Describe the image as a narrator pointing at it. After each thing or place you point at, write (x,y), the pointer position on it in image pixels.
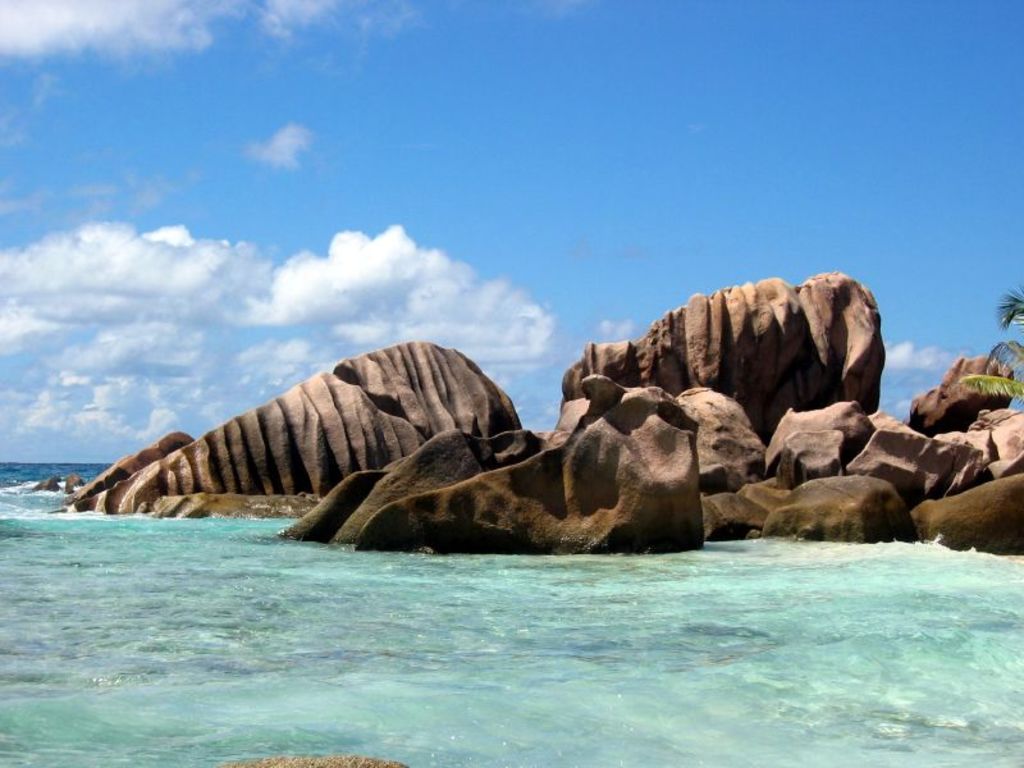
At the bottom of the image (299,613) there is water (776,640). On the right (1001,355) there is a tree (1021,383). In the background (299,463) there are rocks (372,462) and sky (460,191).
